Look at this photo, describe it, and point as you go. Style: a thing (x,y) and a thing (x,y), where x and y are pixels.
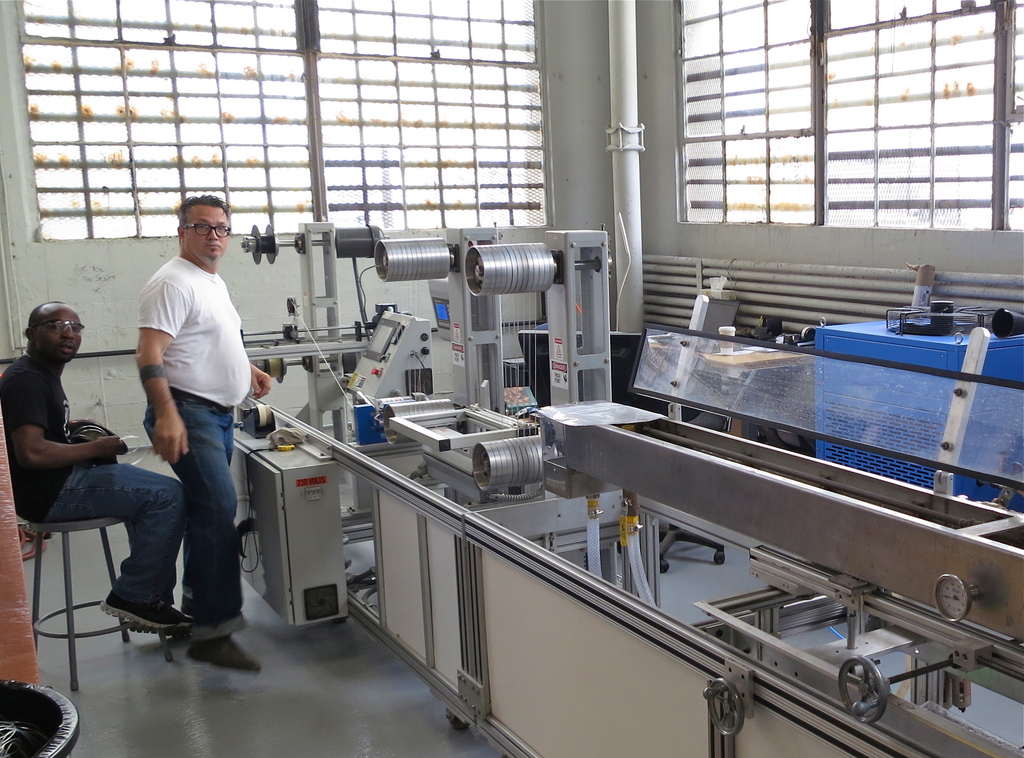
In the picture we can see two men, one man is sitting on a stool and one man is standing and we can see a machinery (395,336), a two men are wearing black and white T-shirts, with blue jeans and shoes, in the background (848,300) we can find a wall (21,105) with pipe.
